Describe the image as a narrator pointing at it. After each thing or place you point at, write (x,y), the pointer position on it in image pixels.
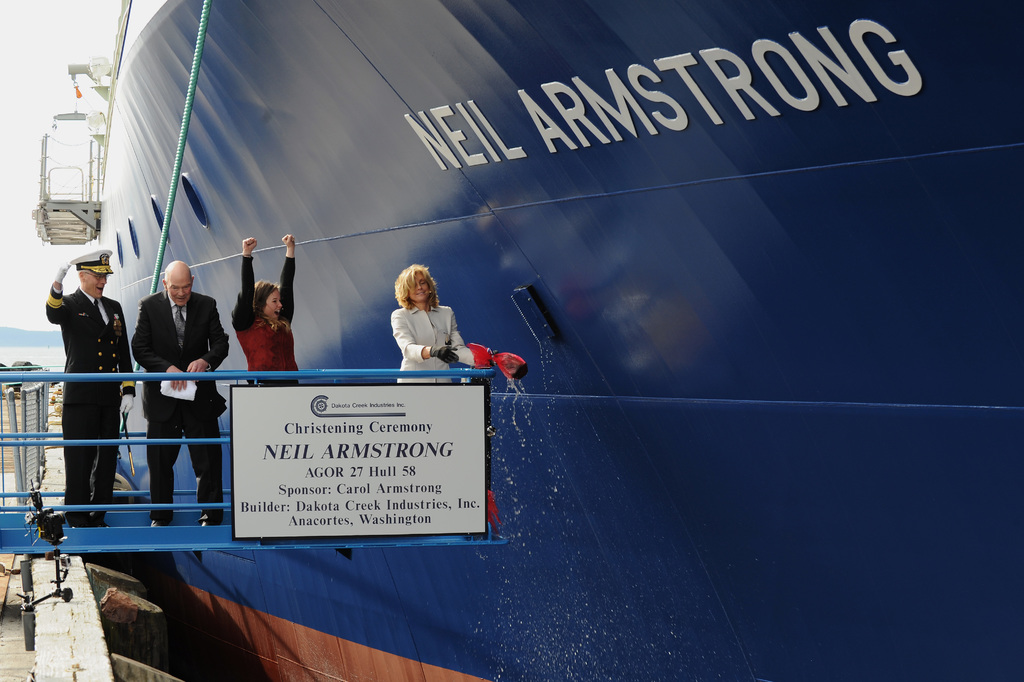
In this image we can see people (158,490), board (343,473), and a ship (262,668) which is truncated. On the ship (459,608) we can see something is written on it. On the left side of the image (40,388) we can see sky (24,293) and a fence (24,482).
